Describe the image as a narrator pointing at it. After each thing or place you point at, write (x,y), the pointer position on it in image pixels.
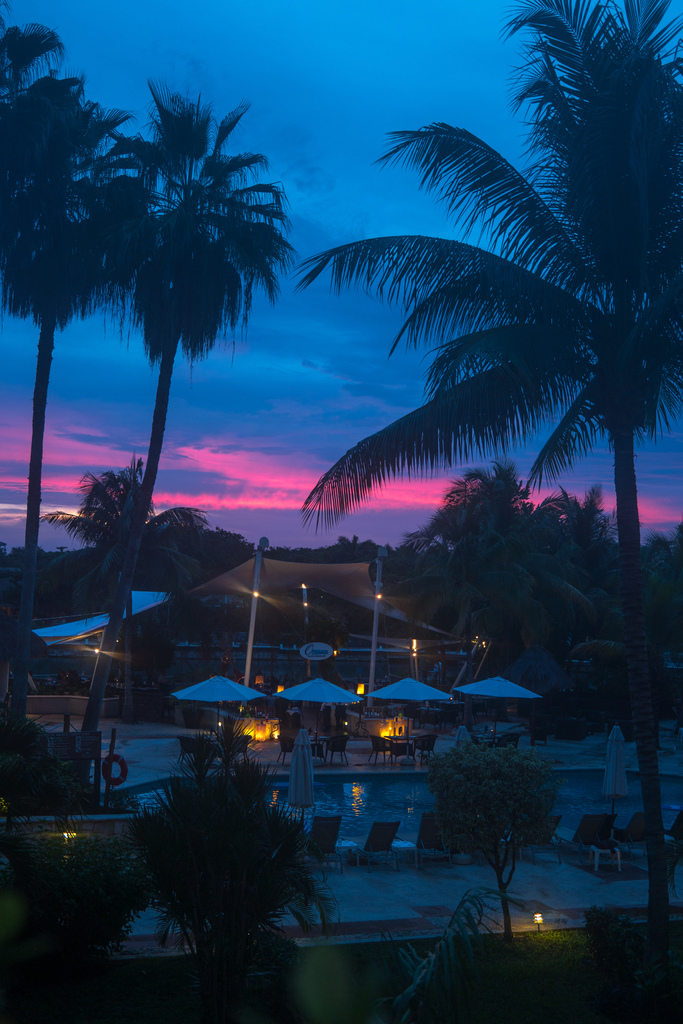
In this image we can see sheds (124,616), chairs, tables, light poles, plants (38,837), trees (327,630) and in the background (295,193) we can see the sky (273,157).
